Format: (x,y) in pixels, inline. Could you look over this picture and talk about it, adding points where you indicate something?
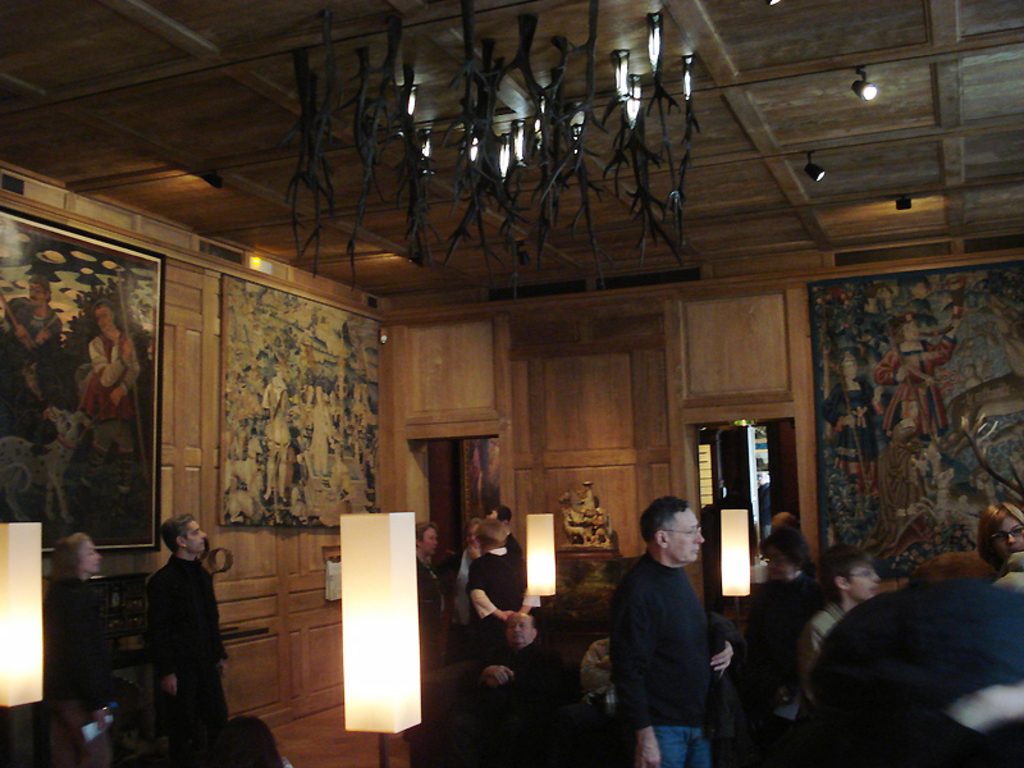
Pictures (319,400) are on the wooden wall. Lights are attached to the ceiling (598,178). Here we can see lights (395,566), sculpture (568,511) and people (966,670).
